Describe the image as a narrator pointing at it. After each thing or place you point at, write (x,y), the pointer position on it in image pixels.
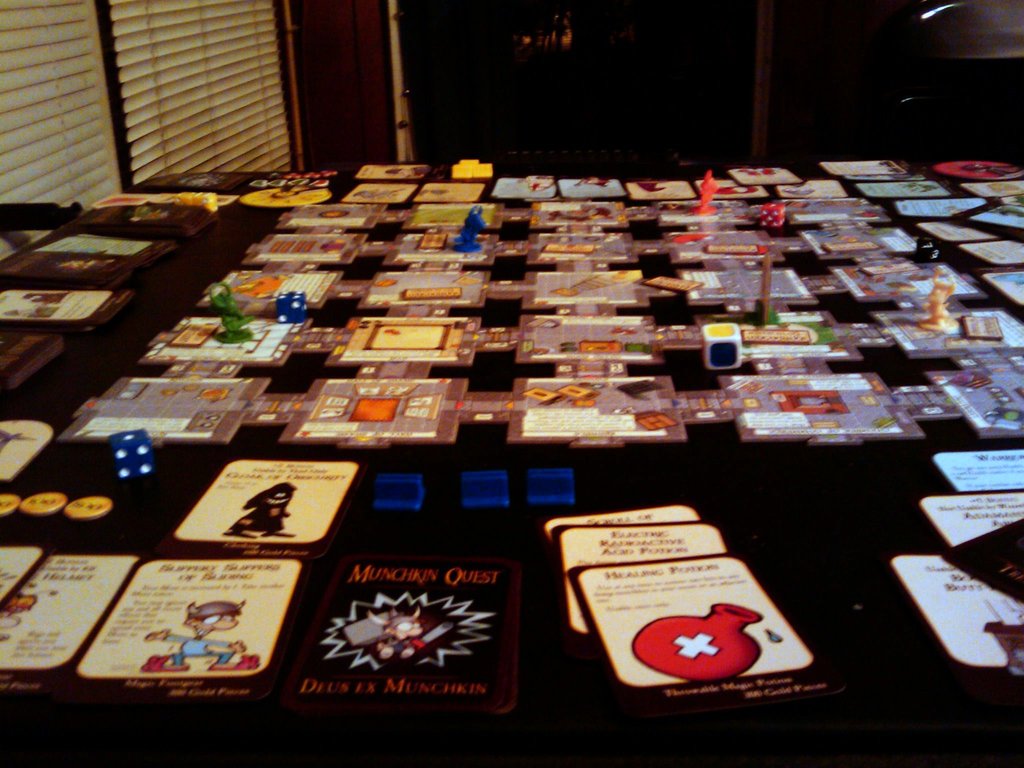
In this picture we can see cards (292,576), dices (735,330) and some toys (236,314) on the table (947,261), curtains (139,159) and in the background (864,21) we can see some objects (925,25) and it is dark.
